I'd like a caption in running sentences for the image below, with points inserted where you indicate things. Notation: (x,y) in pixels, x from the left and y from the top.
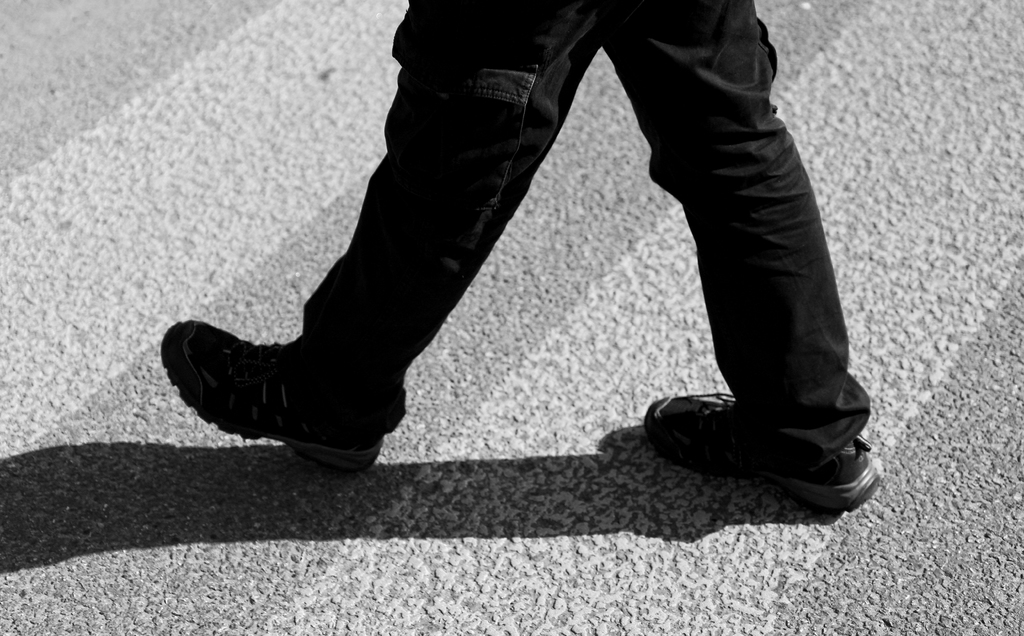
In the foreground of this image (350,359), there are legs (757,269) of a person (756,261) on the road (441,524).
